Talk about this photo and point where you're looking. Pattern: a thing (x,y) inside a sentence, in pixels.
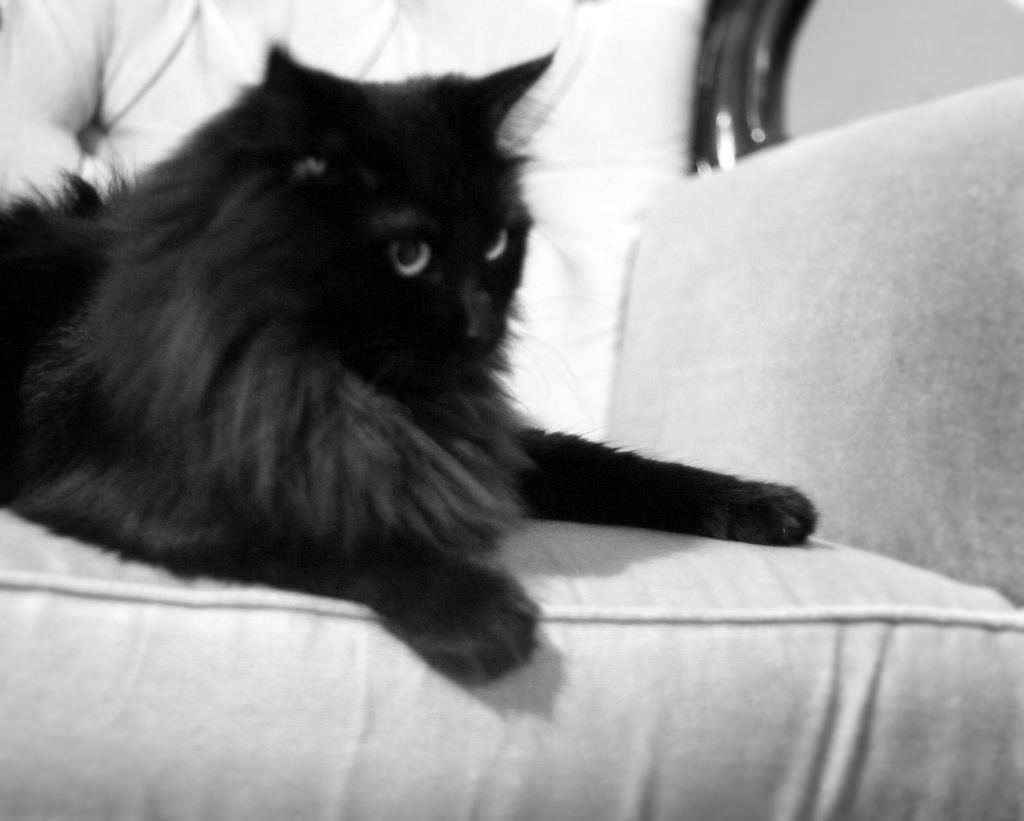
In this picture, we can see a black cat (326,411) sitting on sofa (794,345).
